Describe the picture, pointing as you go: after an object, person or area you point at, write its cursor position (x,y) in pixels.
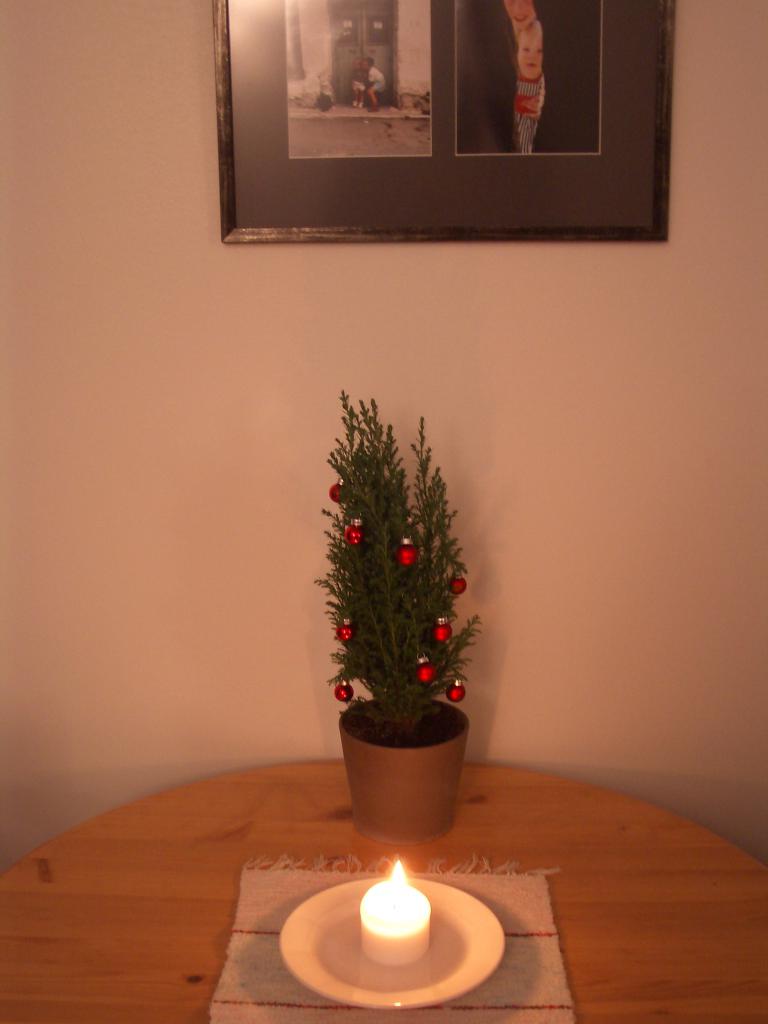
A plant (432,580) on a table (570,848) is highlighted in this picture. On this table (542,865) there is a candle (372,940), plate (458,940), cloth (545,949) and plant (412,651). Photo (490,102) is on wall (140,146).
